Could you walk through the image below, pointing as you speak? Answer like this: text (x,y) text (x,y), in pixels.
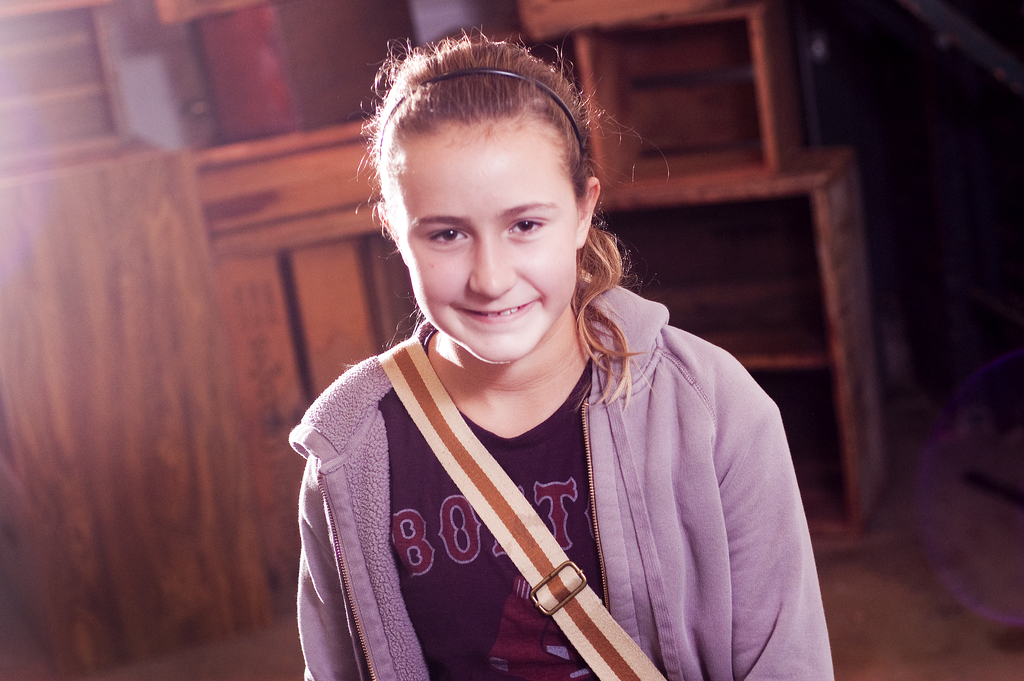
In this picture, we see a girl (548,480) is wearing a black T-shirt (445,514) and a violet jacket (720,501). She is smiling and she is posing for the photo. Behind her, we see the wooden objects (675,227). Those are in brown color. In the right top (939,86), it is black in color.
